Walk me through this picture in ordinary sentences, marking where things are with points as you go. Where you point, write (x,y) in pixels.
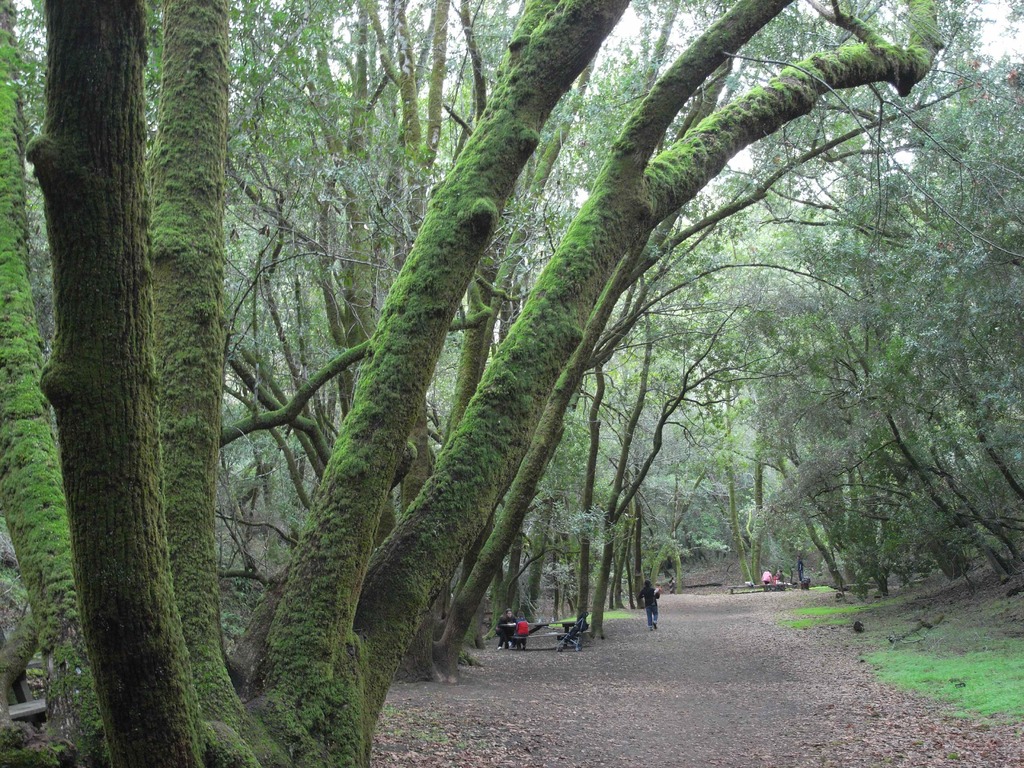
In this picture there are trees (684,372) on either side of the picture. In the center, there is a lane (642,746). At the bottom (568,621), there are people (501,642) sitting on the bench (534,640) and a man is walking on the lane (633,620).
